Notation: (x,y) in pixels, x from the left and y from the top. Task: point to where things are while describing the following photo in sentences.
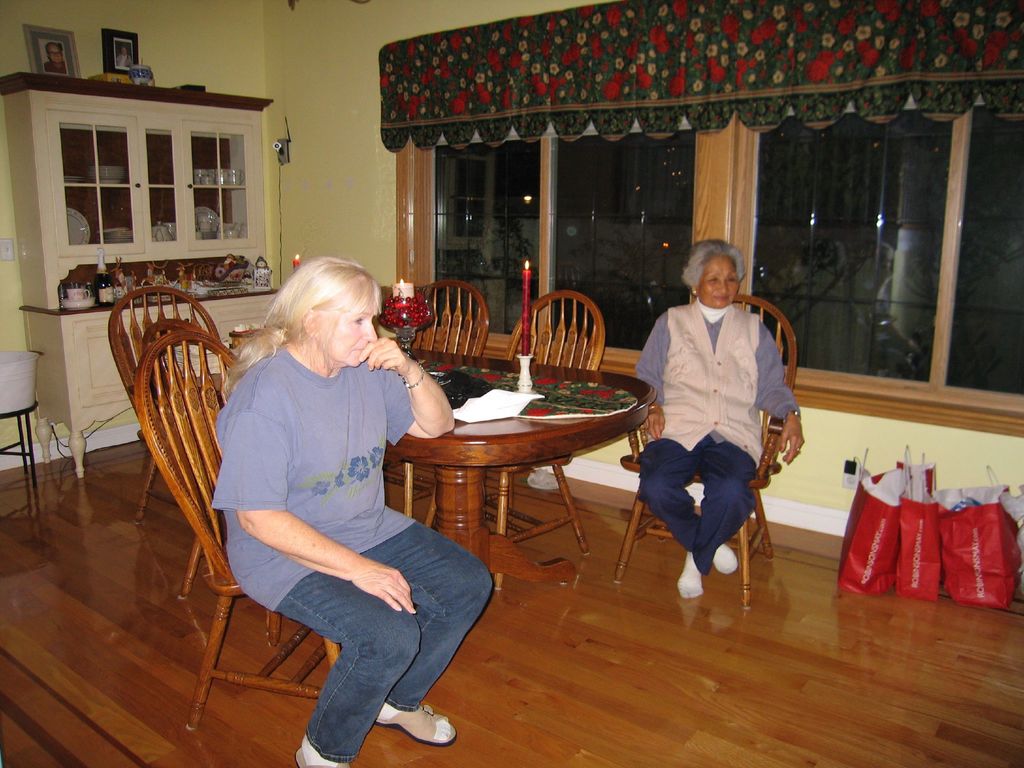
In the middle of the image (527,404) there is a table (508,365), On the table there is a candle (525,277). In the middle of the image (365,361) two women (707,283) are sitting on a chair (202,545). Bottom right side of the image (900,516) there are few red bags (909,525). Top right side of the image (937,125) there is a window (879,162) and a curtain (722,7). Top left side of the image (295,81) there is a wall (312,41) and there is a cupboard (163,198).
